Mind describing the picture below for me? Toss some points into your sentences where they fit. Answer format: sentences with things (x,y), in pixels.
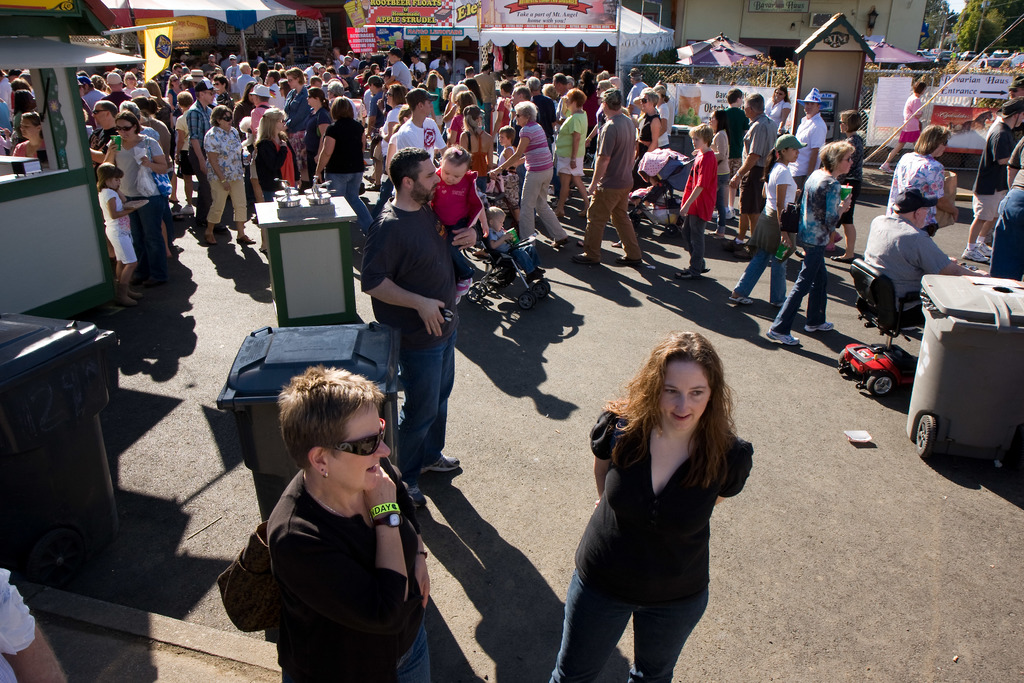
In this image I see number of people (362,192) in which these 2 women (640,402) are wearing black top (309,521) and I see that this man (927,254) is on the chair (878,363) and I see 3 bins (974,423) and I see the path (151,332) and I see few stalls (519,8) in the background (848,38) and I see the trees (968,43) over here and I can also see the path (453,498) and I see a flag (159,32) over here.
